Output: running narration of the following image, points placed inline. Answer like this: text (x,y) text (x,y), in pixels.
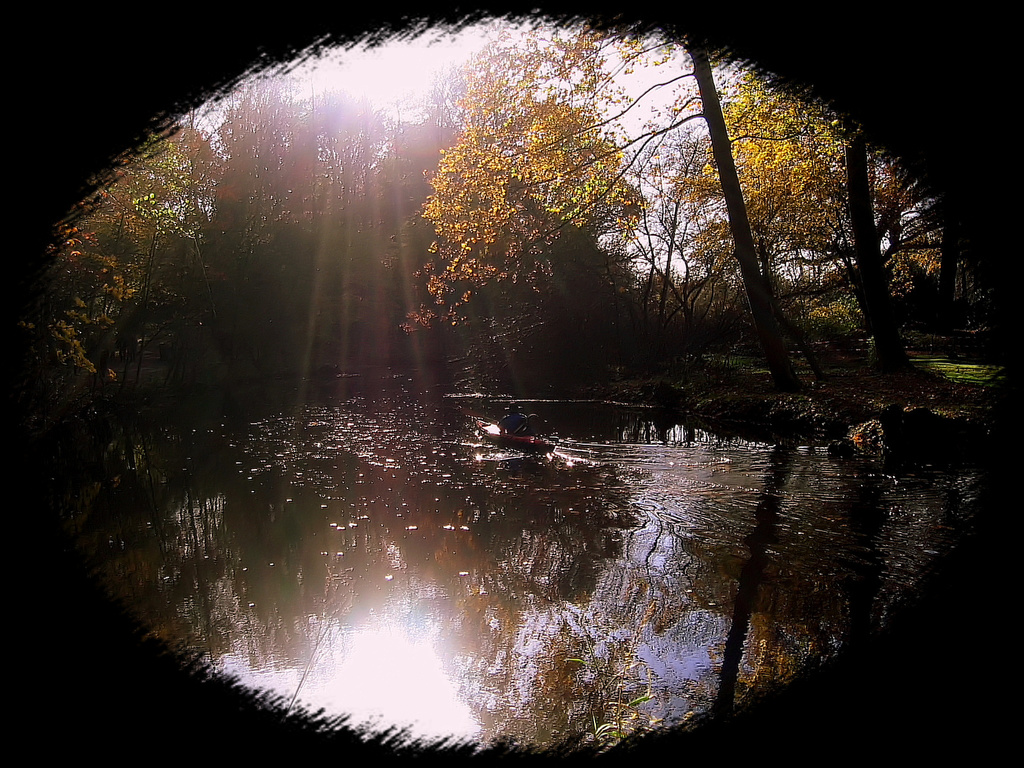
In this image, we can see some water (528,469). We can see a boat (546,447) with a person (521,429) is sailing on the water (490,484). There are a few trees (544,206). We can see the reflection (690,438) of trees (570,154) in the water (539,662). We can see the sky (633,127).
